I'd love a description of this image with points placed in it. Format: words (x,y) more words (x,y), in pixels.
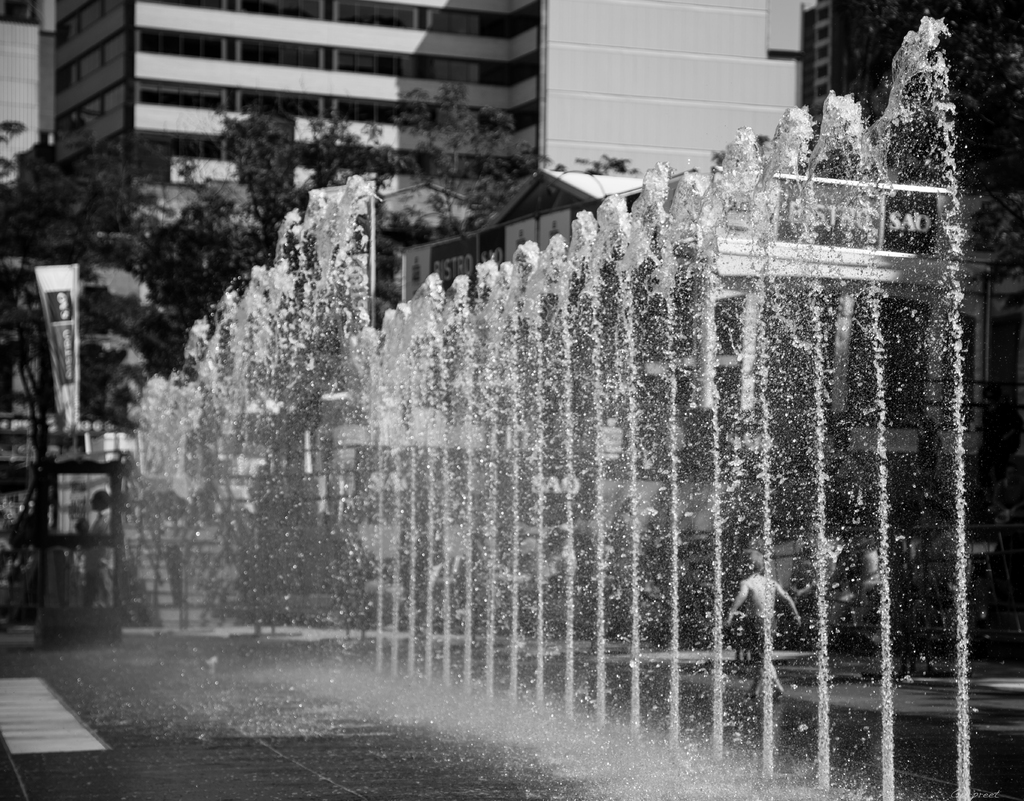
We can see water (667,687), there is a kid (761,605) walking and we can see a person (107,573) inside a booth (87,477). In the background (194,176) we can see buildings (342,111), trees (209,220) and banner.
